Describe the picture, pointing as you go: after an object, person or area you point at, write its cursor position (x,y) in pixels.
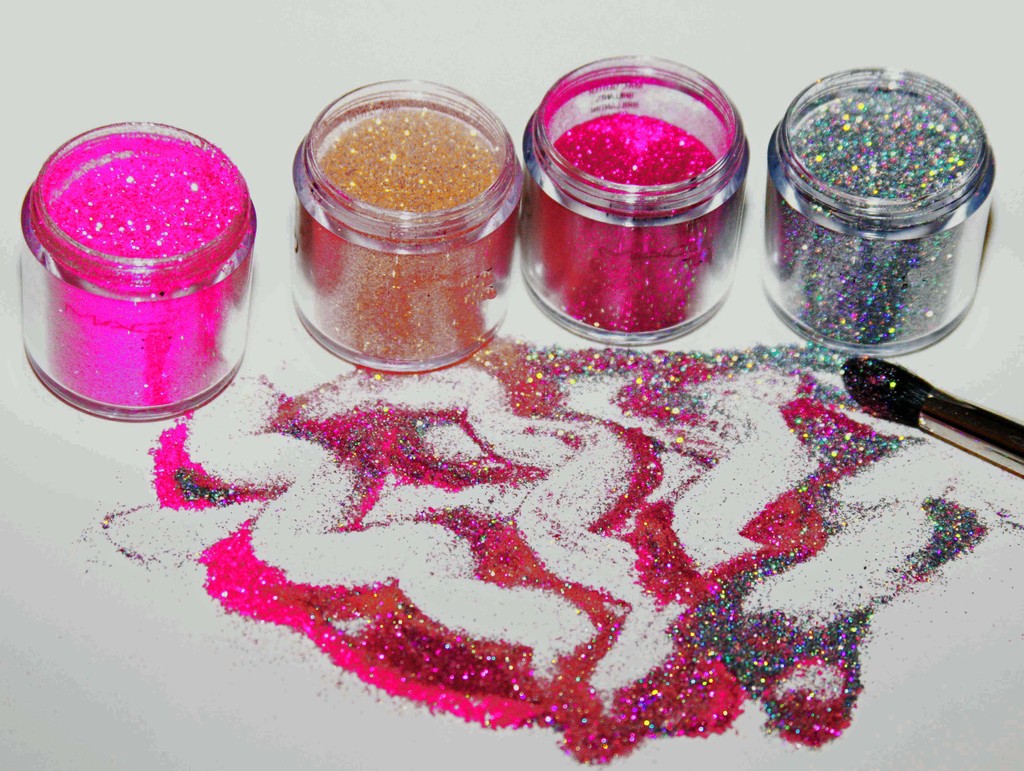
This is a zoomed in picture. In the foreground (879,676) there is a white color object (130,561) seems to be a table (916,626) on the top of which we can see the powder of glitter (683,385) and a brush (931,413) and we can see the four boxes (361,186) containing different colors of glitters (683,141) are placed.
